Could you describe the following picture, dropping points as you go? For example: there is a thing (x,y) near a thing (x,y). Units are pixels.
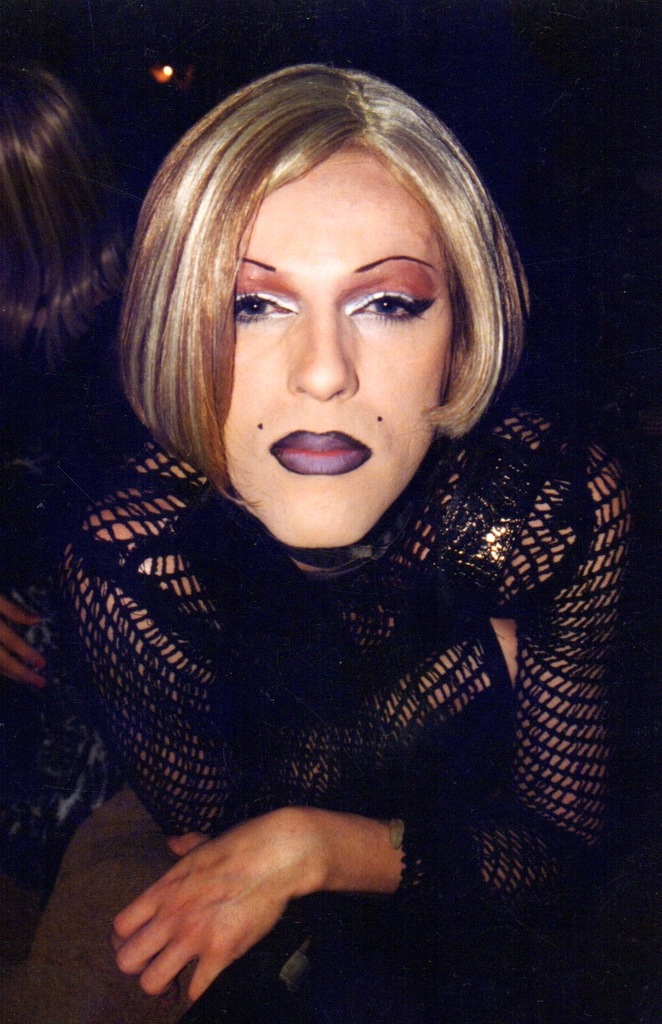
In the middle of this image (439,673), there is a woman (323,733) in a black color dress (282,732), watching something. In the background (51,87), there is another woman (47,549) and light (171,74). And the background (181,70) is dark in color.
